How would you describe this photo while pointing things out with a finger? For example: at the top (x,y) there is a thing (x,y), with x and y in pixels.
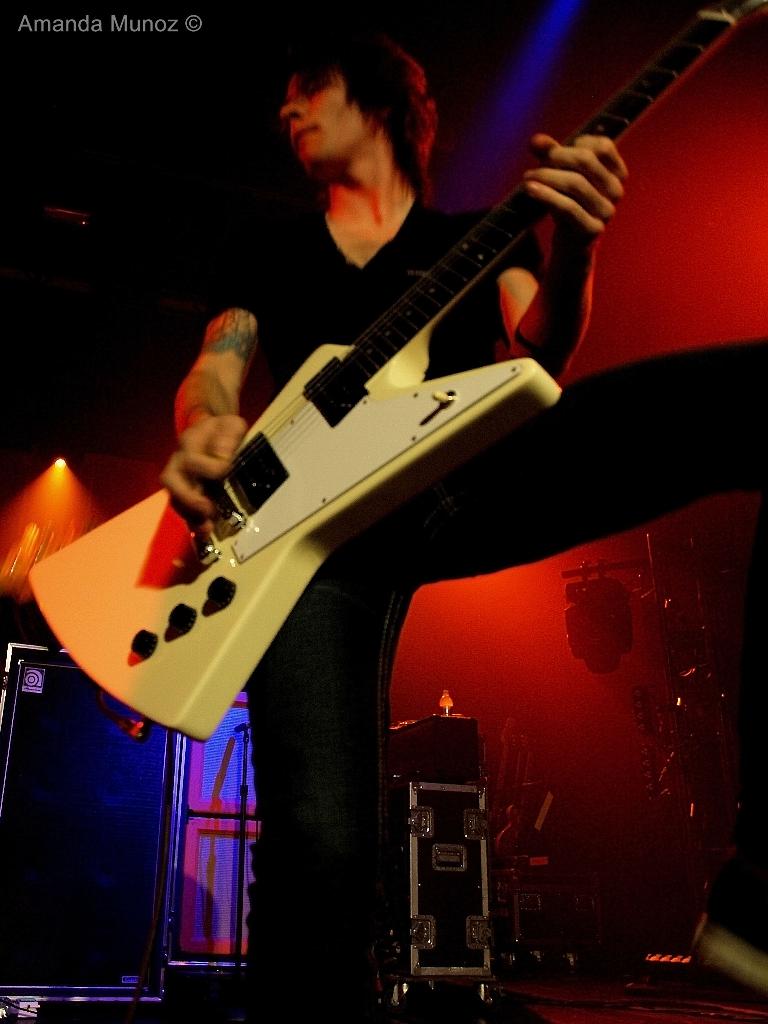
In the image we can see a person (301,239) standing and he is holding a guitar (247,461) in his hand (193,494). These are the musical instruments (526,799). This is a watermark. There is a red light (52,489) emitting.
